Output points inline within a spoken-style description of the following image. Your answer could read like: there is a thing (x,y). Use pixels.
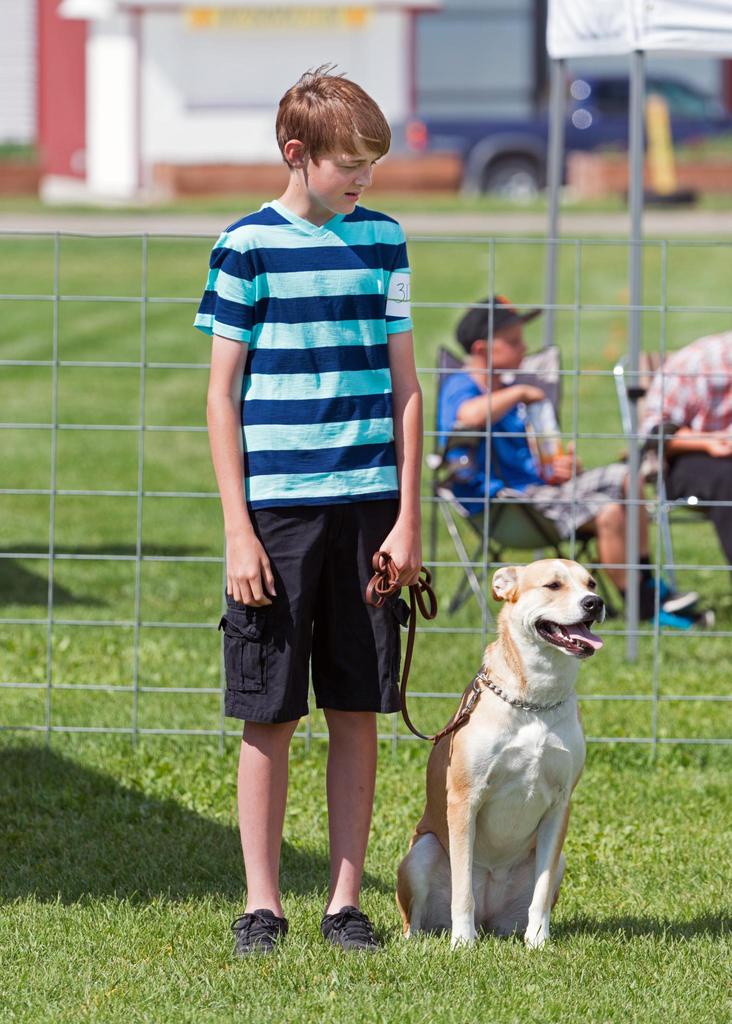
In this image I can see a person (312,331) standing and there is a dog (444,787). Also there are two persons (660,417) sitting on the chairs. There is grass (147,498), fencing (109,690) and there is a blur background (170,83).
